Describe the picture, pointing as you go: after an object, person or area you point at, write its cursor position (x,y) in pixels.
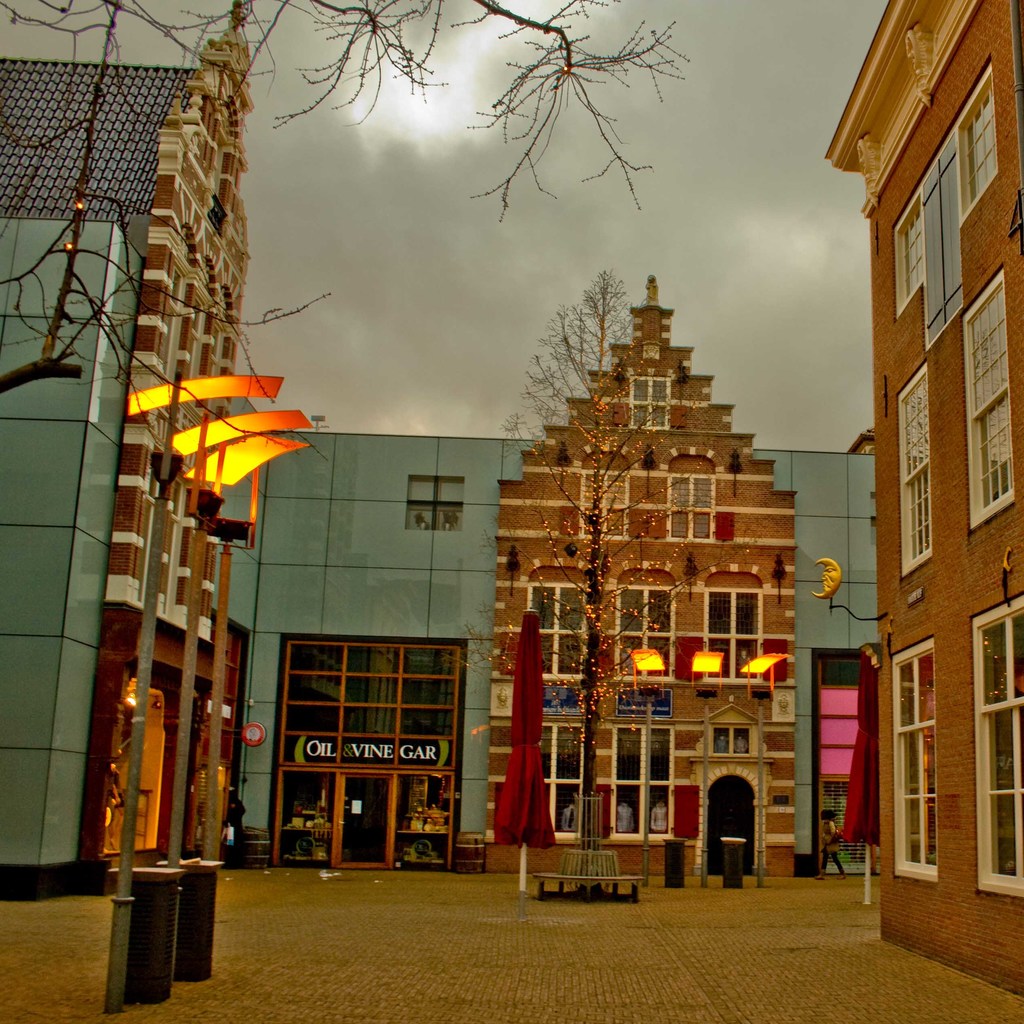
In this image we can see few buildings (814,680) and stores (824,667). There are few trees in the image. We can see the cloudy sky (461,135) in the image. There are few lights (236,484) in the image.
